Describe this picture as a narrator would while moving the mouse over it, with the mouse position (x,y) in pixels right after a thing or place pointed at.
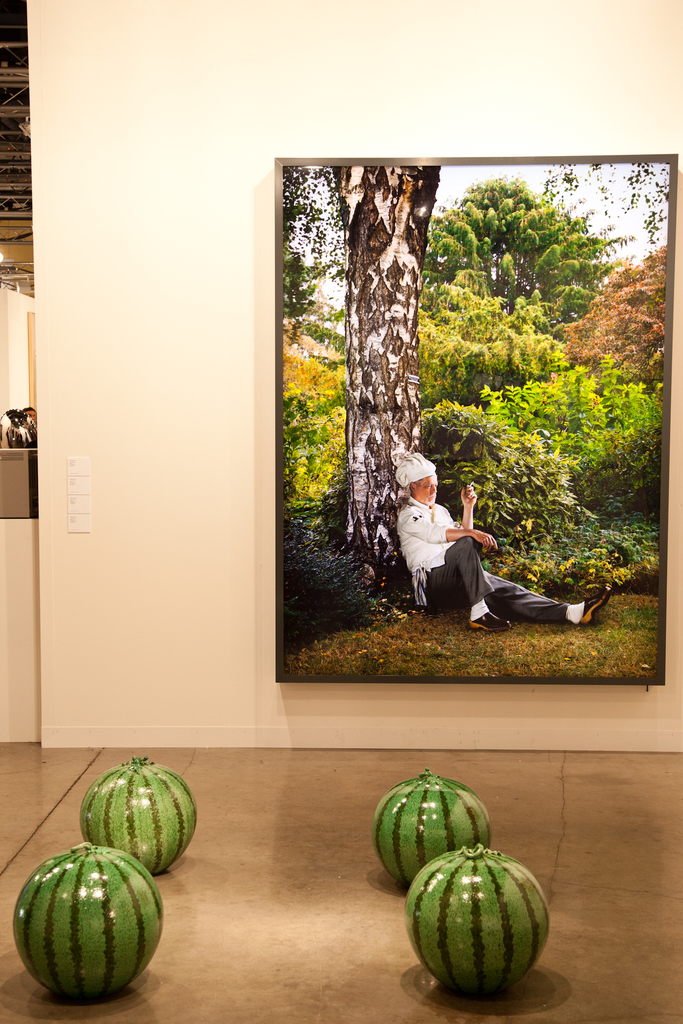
There are four watermelons (433,889) are placed on the floor (637,844). Behind that, we see a white wall (197,341) on which photo frame (455,452) containing man (416,528) in white shirt (426,532) sat on ground (464,625) and we even see many trees (465,386) and plants (482,413) in that photo frame (434,362).
